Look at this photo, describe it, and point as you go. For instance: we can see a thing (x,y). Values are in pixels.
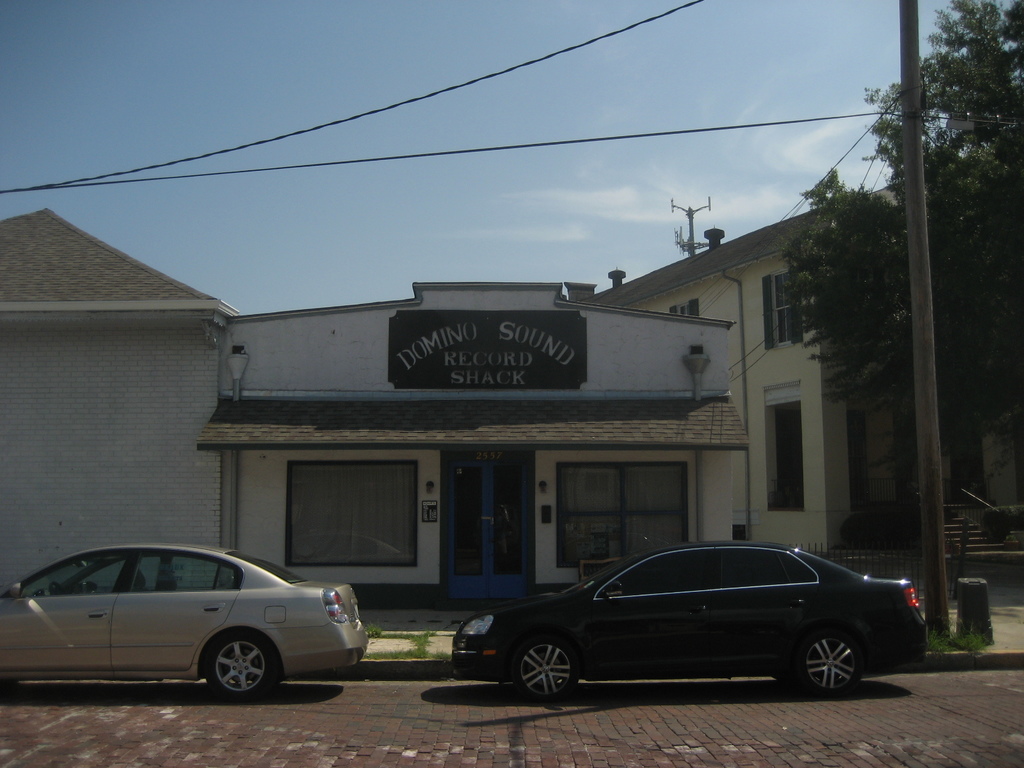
In the picture we can see a house (674,442) with a door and two windows (572,500) on the either sides and on it we can see a board (522,314) with a name domino sound record shack and in front of the house (574,515) we can see two cars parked near the path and besides, we can see a pole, tree (988,369), and other building (58,361) and in the background (236,143) we can see a sky (55,88) with some clouds (784,202).
